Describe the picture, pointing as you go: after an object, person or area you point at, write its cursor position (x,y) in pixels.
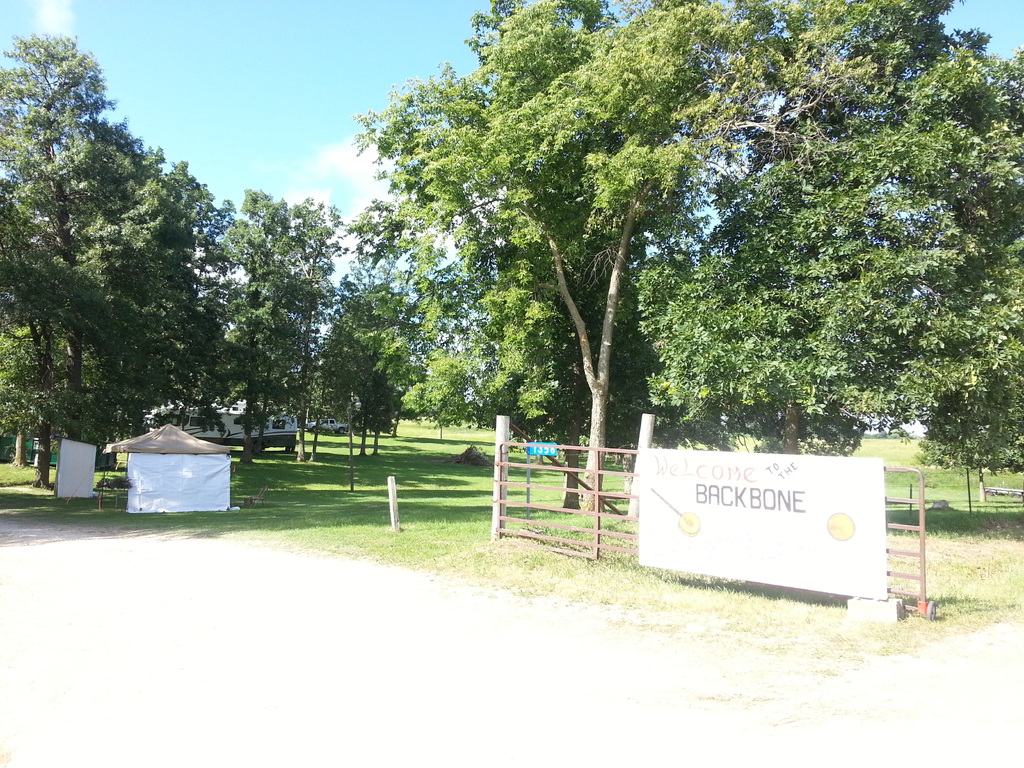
This image consists of many trees (269,332). At the bottom (412,525), there is green grass (441,511). In the front (785,507), there is a banner (659,536) along with fencing (560,538). At the bottom (301,704), there is ground (287,719). At the top (243,89), there is a sky (207,134).
